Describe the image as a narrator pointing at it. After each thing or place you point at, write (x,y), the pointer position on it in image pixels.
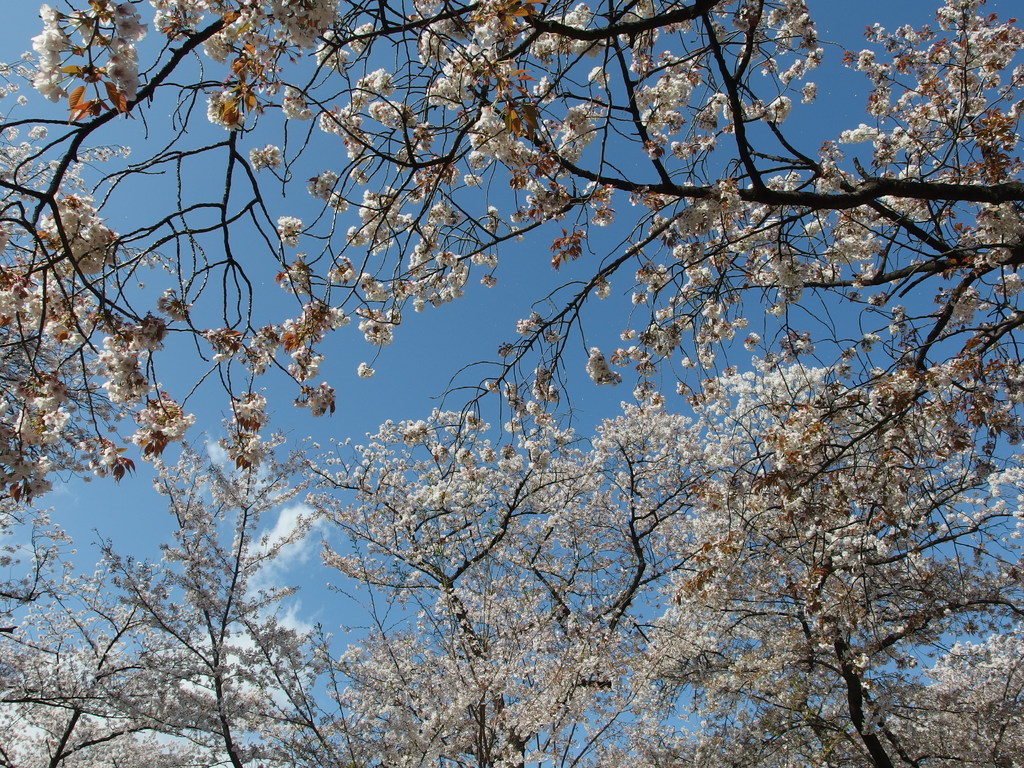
In this picture there are trees (944,313) and there are white color flowers (272,459) on the trees (173,617). At the top (98,189) there is sky (451,331) and there are clouds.
